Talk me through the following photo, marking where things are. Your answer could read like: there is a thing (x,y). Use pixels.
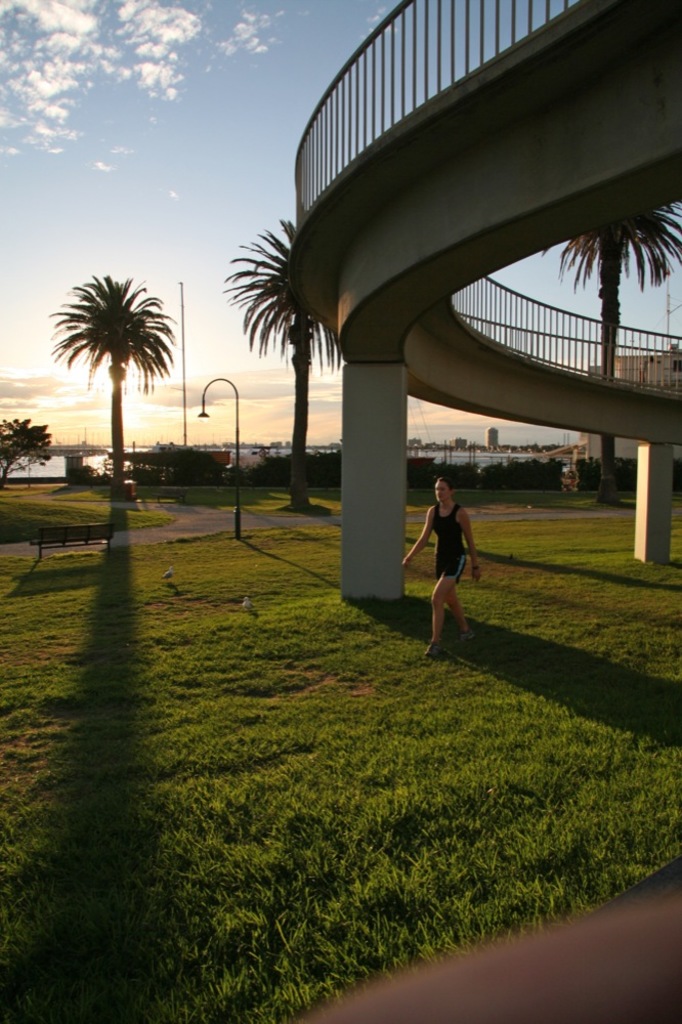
In this image in the center (444,564) there is one woman (439,570) who is walking, at the bottom (392,855) there is grass (410,718) and on the right side (554,168) there is a bridge (398,238) and railing (341,121). In the background (309,464) there are some trees (113,477), plants (270,473), poles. At the top of the image (141,163) there is sky (146,185).
